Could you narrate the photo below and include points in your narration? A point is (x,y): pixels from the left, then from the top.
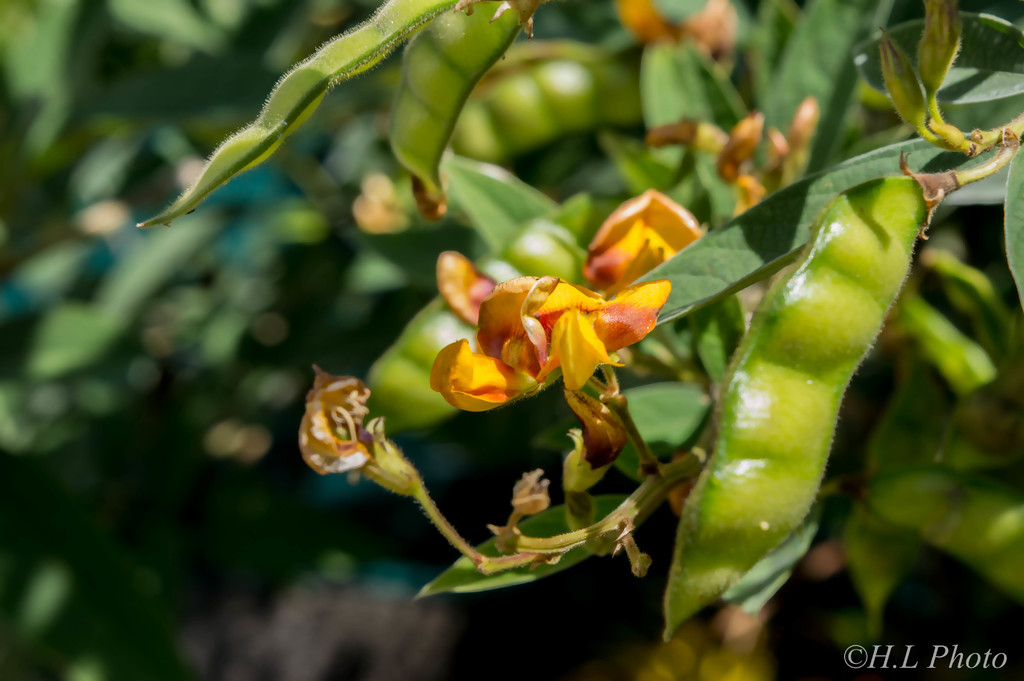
In this image we can see a beans tree (619,309), here is the flower (566,338), at background (228,297) it is blurry.
